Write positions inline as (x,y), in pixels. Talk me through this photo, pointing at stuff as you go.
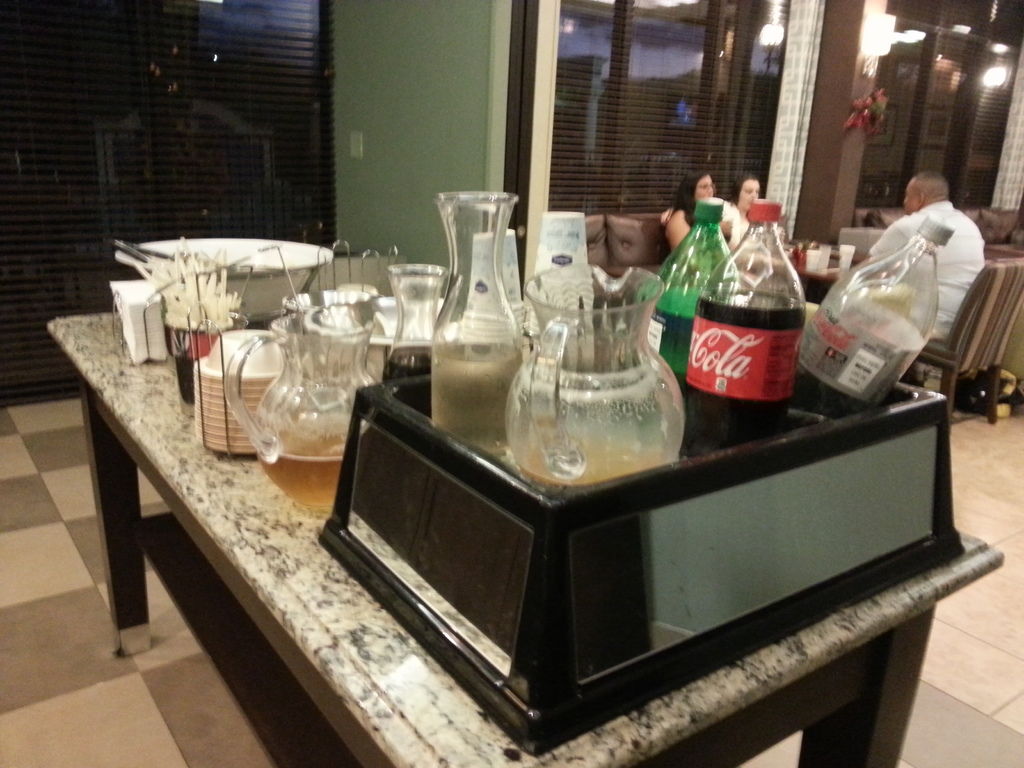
In the center (503,435) we can see table (267,533), on table (267,568) there is a water bottles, mug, plates (219,396), tissue papers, bowl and carafe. In the background (398,133) there is a wall (408,133), light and three persons (754,184) were sitting on the couch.
